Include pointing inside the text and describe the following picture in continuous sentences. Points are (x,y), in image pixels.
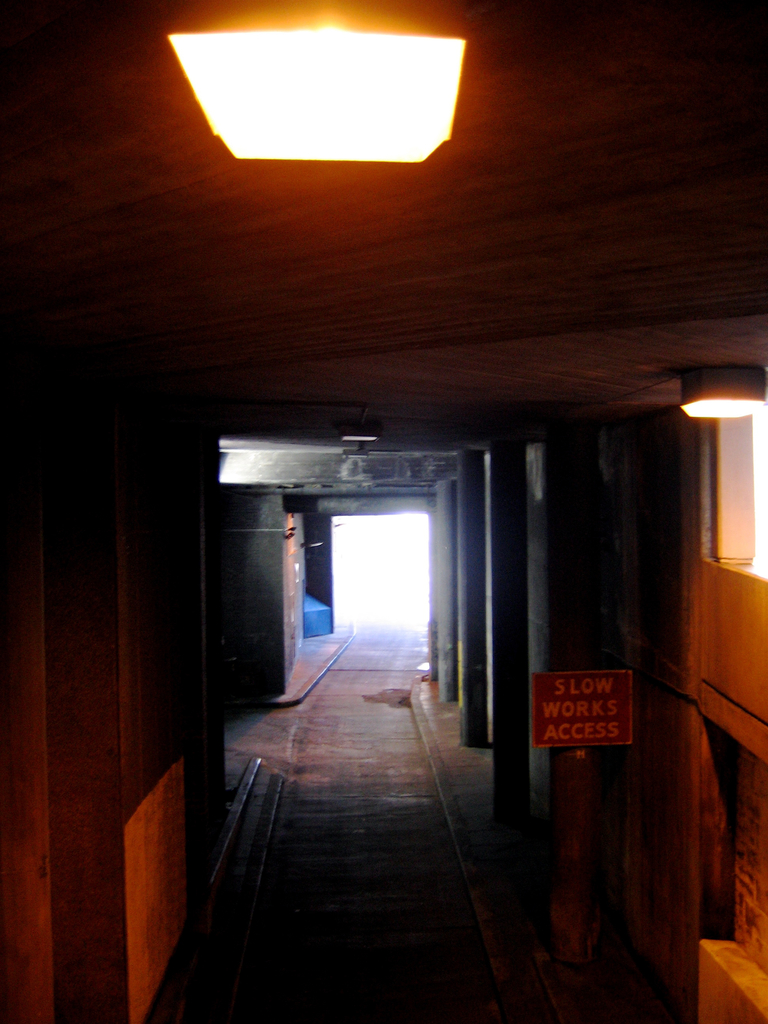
In the image I can see a place (352,868) to which there is a door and some lamps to the roof (649,377).
